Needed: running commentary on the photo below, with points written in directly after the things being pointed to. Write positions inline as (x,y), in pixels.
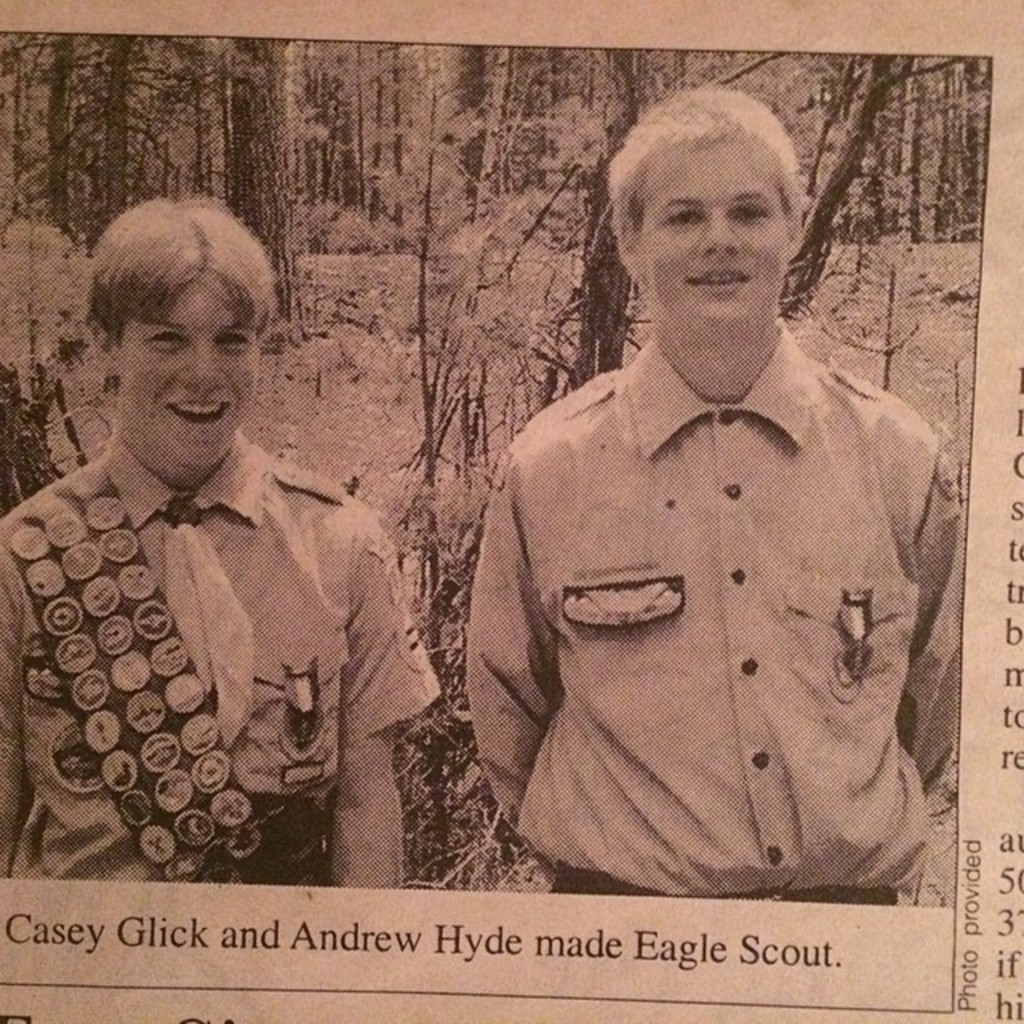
In this picture, we see a newspaper (463,709) in which two men (702,589) in uniform (265,782) are standing. Behind them, we see trees (460,176) and plants (497,228). At the bottom of the picture (37,919), we see some text (769,962) written on that newspaper (623,628).
